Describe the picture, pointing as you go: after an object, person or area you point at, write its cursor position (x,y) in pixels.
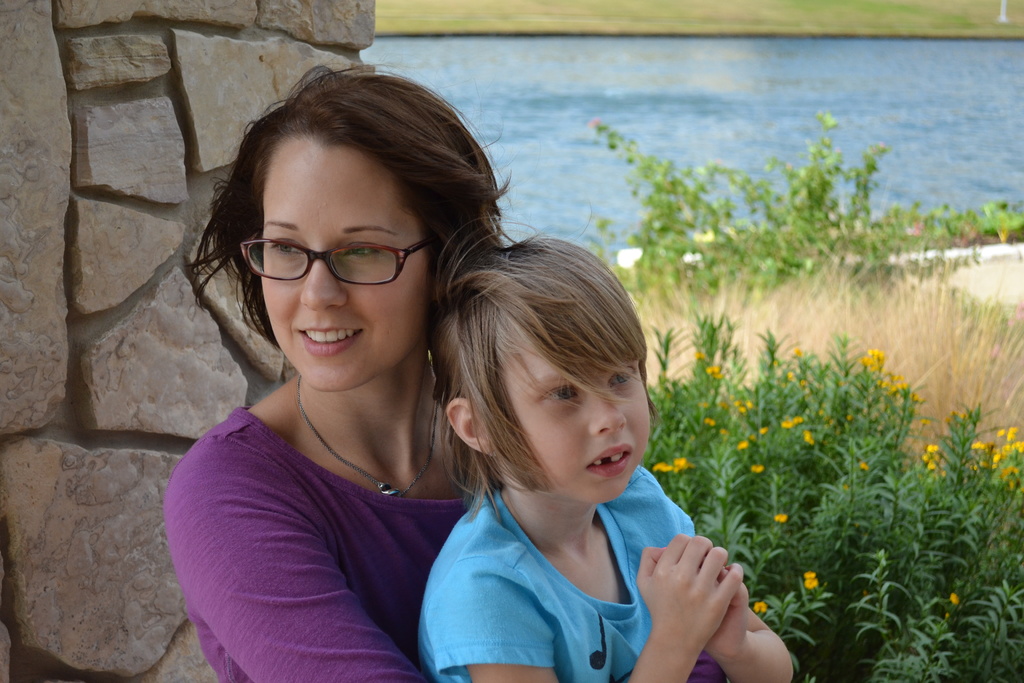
In this image in the foreground (274,570) there is one woman (427,444) and one girl (539,449) woman (288,304) is wearing spectacles (381,249), and on the left side (158,201) there is a wall (195,304). And on the right side (857,407) there are some plants (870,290), flowers (947,422) and there is water (617,89) and grass (500,30).
